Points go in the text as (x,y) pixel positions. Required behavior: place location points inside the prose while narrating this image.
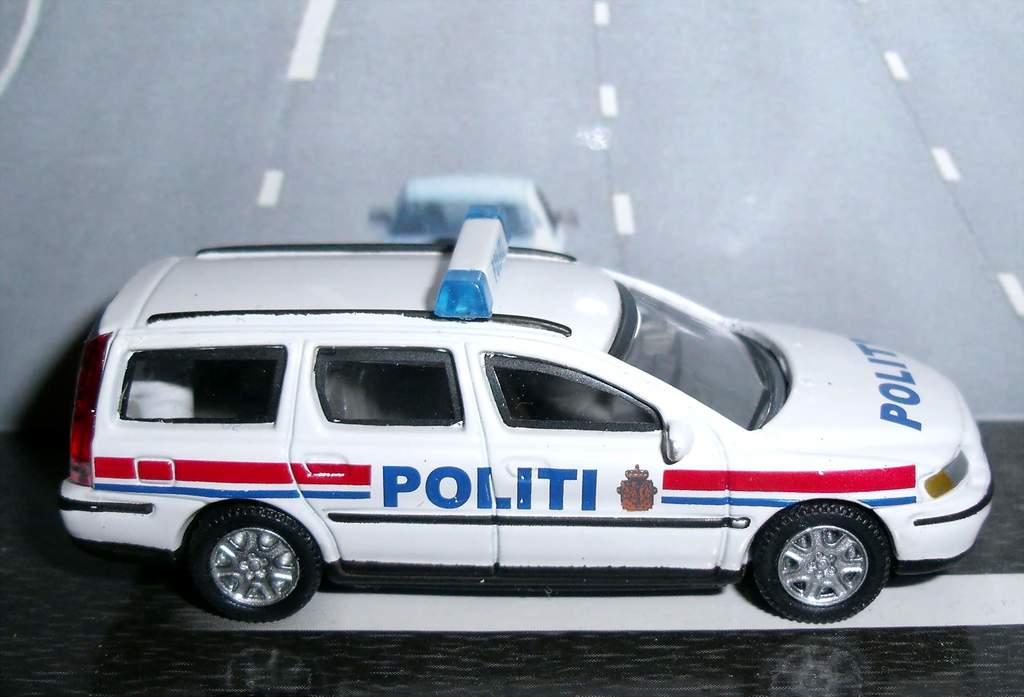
In this image in the center (549,401) there is one toy car (376,392) and at the bottom (82,603) there is a floor (695,618), in the background (611,132) there is a road (554,188).
